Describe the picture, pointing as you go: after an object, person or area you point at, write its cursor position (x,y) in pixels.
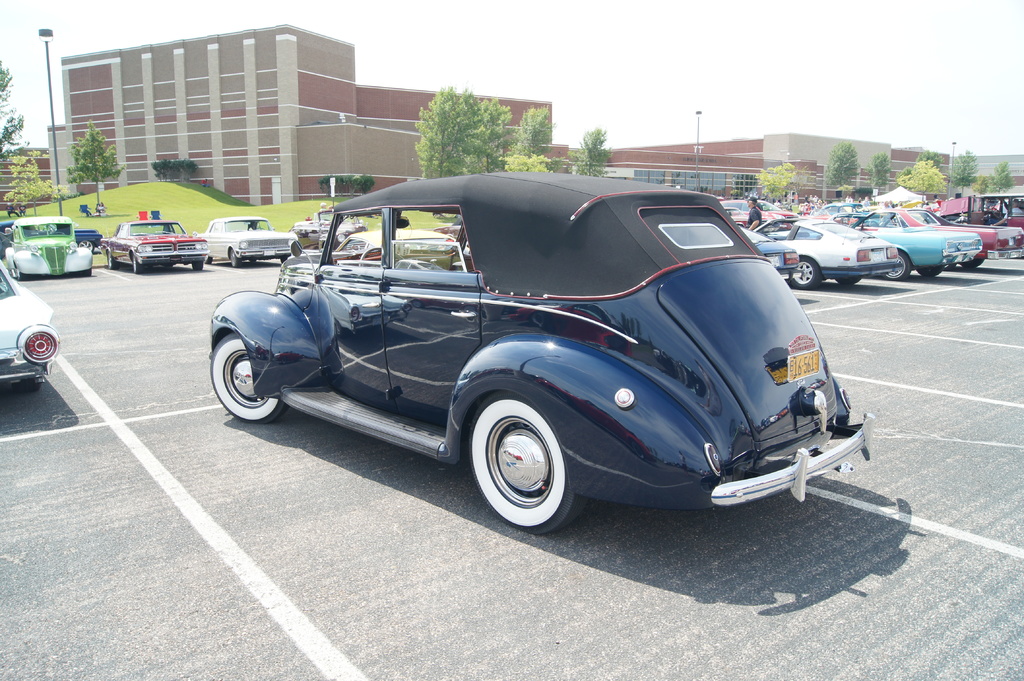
In this picture I can see vehicles (793,219) on the road (948,486), there are group of people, a stall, a building (828,195), trees (937,179), poles (952,179), lights (955,144), chairs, and in the background (638,101) there is sky (714,65).
